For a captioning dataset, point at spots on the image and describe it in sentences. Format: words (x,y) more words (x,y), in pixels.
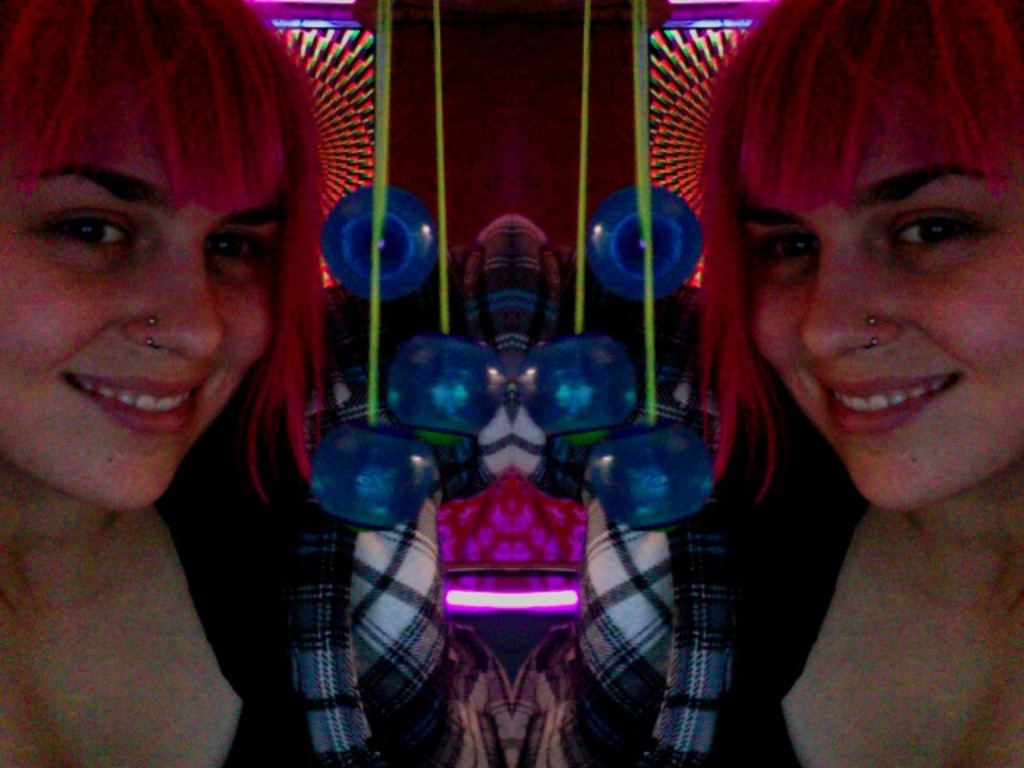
In this image we can see mirror reflection (845,400) of same image on both sides. And there is a lady (882,414) smiling. And we can see some other objects (456,343). And there are lights (327,115).
